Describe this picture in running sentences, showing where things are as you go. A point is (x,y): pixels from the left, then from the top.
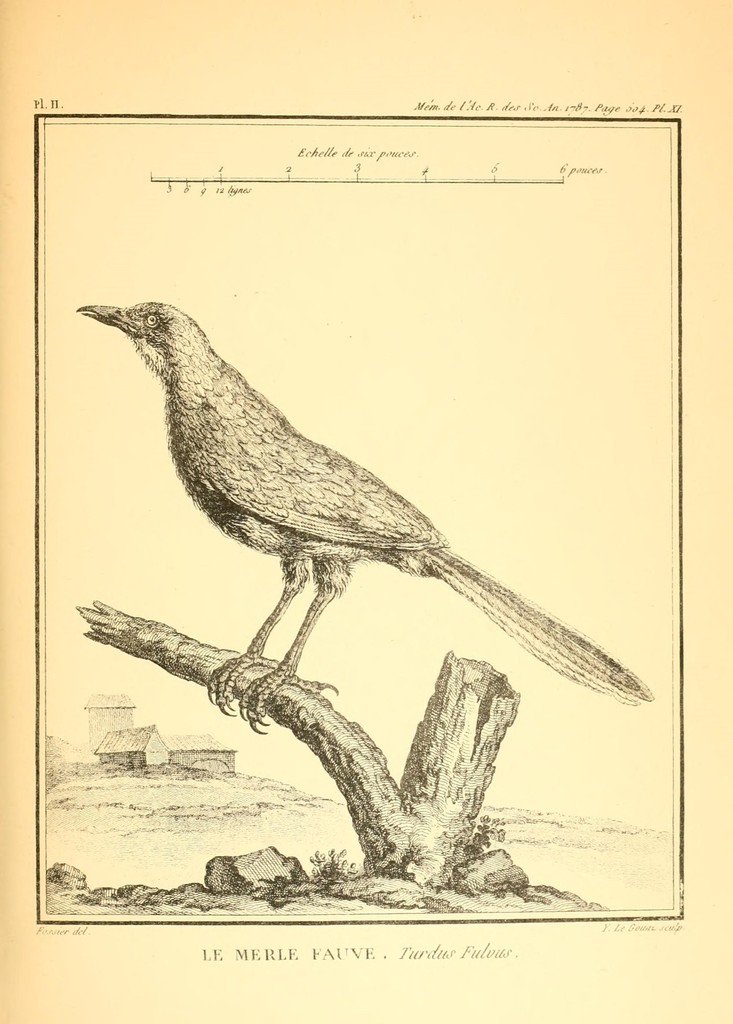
In this picture we can see the drawing (221,472) of a bird (219,523) on the paper (212,630) and the bird (246,477) is standing on the branch (249,682). Behind the bird (240,673) there are houses (183,748). On the paper (197,829) it is written something.
